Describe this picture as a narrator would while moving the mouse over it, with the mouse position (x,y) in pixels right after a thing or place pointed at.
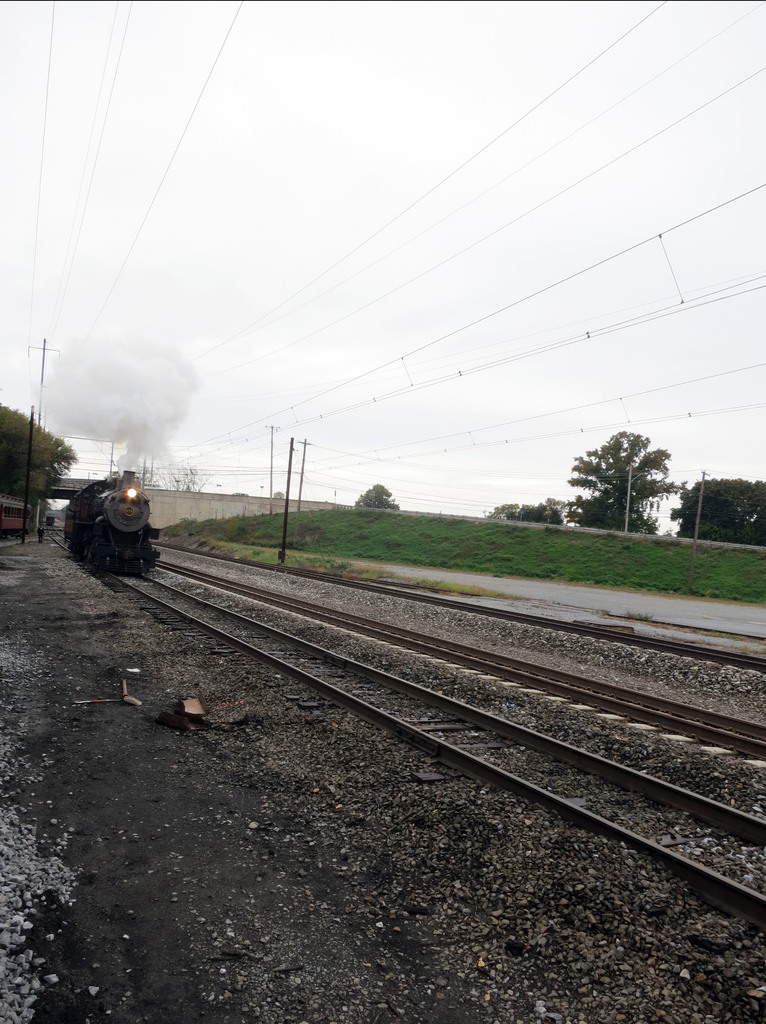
In this image I can see a railway track (448,616), on track (50,535) I can see train (132,517) and back side of train (133,497) I can see bridge (76,482) and there are some poles (31,423), trees (612,483), and the sky (308,334) visible in the middle (329,444) and there are power line cables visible in the middle (292,419).
